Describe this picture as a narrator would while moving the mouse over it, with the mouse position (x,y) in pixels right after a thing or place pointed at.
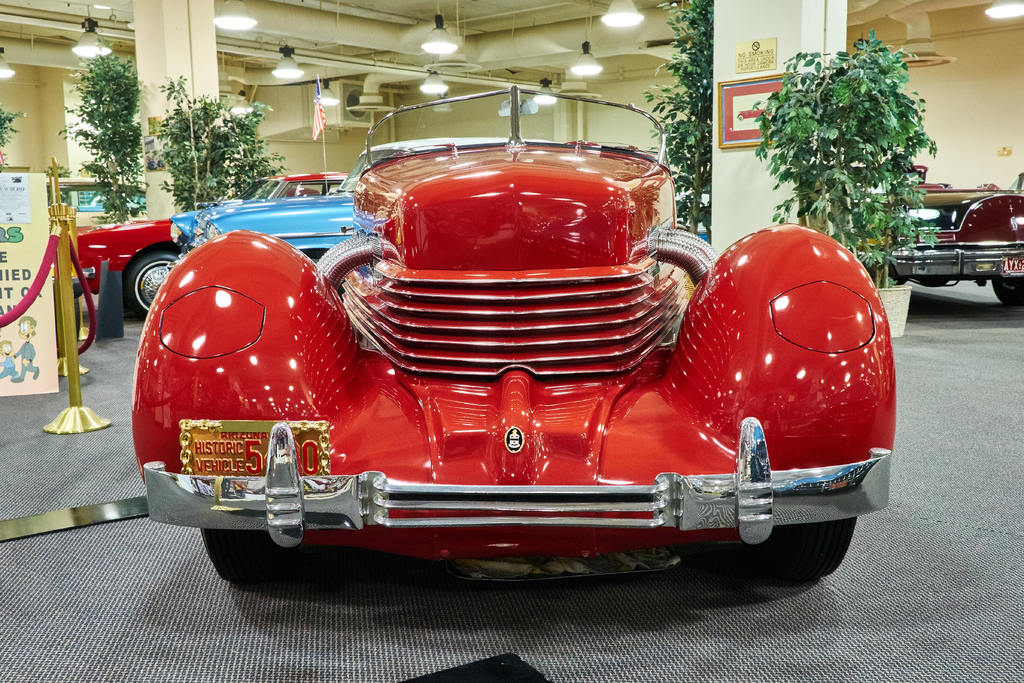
There is a red car (452,317) in the middle of this image (435,387). There are other cars (279,201), plants (867,218) and a wall (291,141) in the background (789,172). We can see lights (631,24) at the top of this image (597,62).
